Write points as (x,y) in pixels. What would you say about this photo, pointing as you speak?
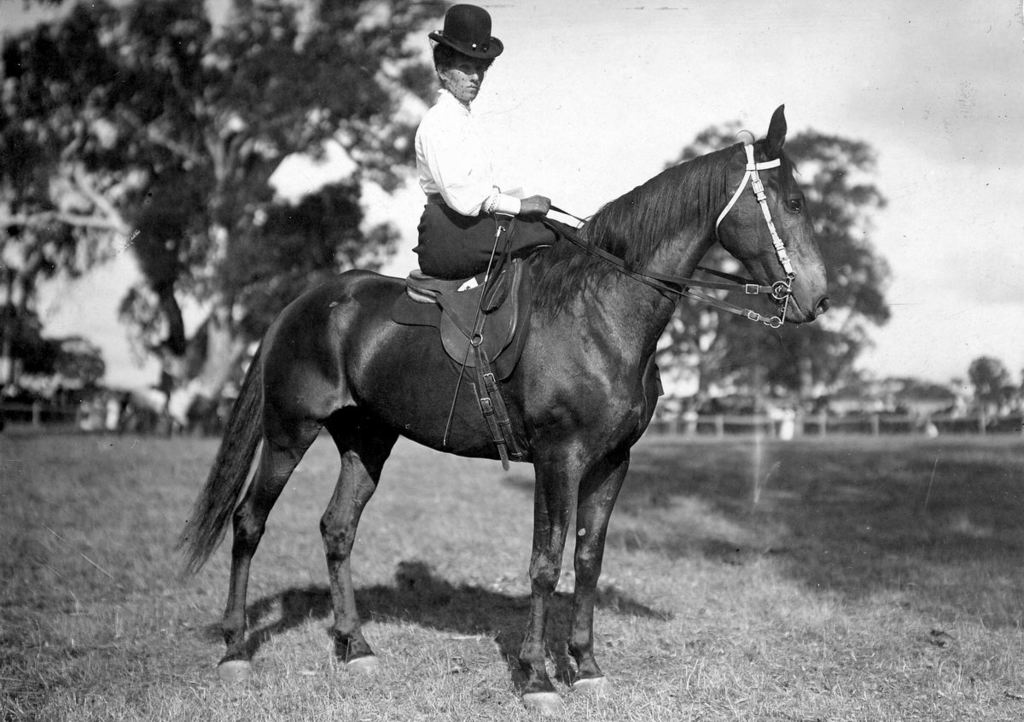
This picture is clicked outside. In the center (448,266) we can see a person (459,129) sitting on the horse (434,399). In the background (692,116) we can see the sky (618,71), trees (181,258) and some other items (149,423).
